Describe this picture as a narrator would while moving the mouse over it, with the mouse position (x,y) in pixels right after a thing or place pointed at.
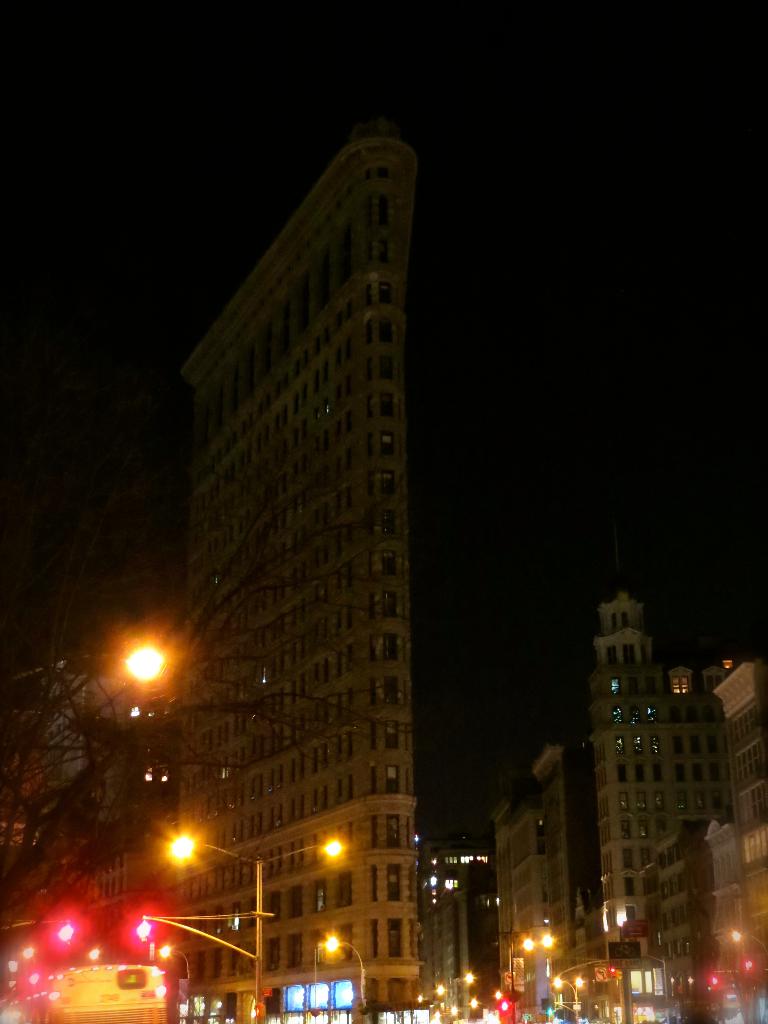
In this image I can see few light poles (607,965). In the background (425,804) I can see few buildings (742,787) and the sky (573,174) is in black color.
